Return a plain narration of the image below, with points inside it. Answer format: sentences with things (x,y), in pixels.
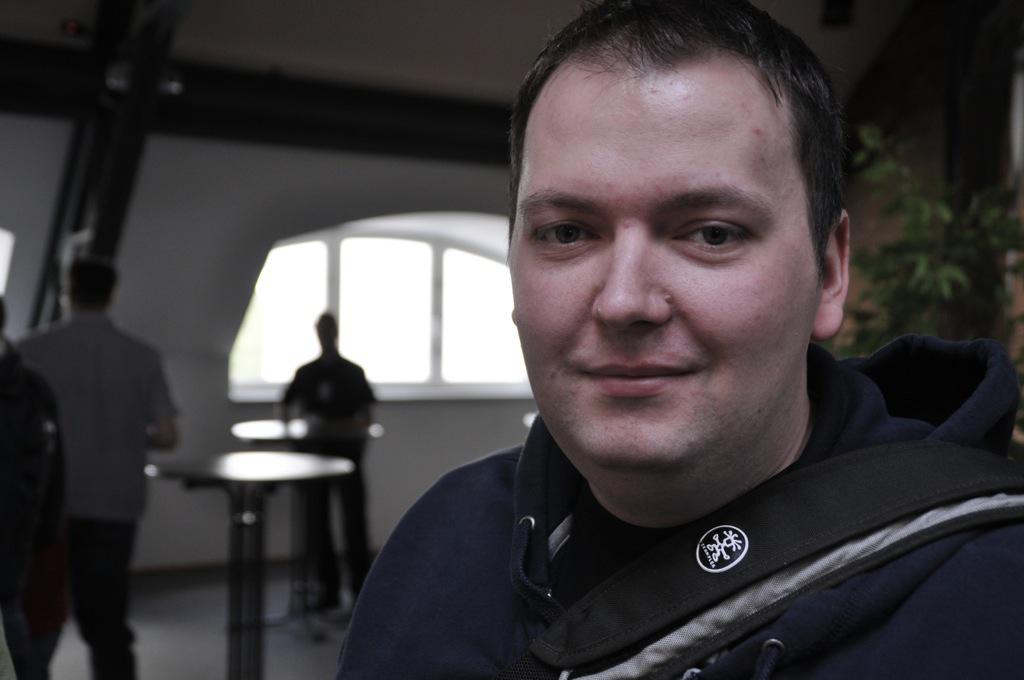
In this picture we can see a man (574,312) who is in blue color jacket (458,615). And there are two persons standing on the floor (194,617). This is table (312,472) and there is a plant (923,254). And this is the wall (174,219).
